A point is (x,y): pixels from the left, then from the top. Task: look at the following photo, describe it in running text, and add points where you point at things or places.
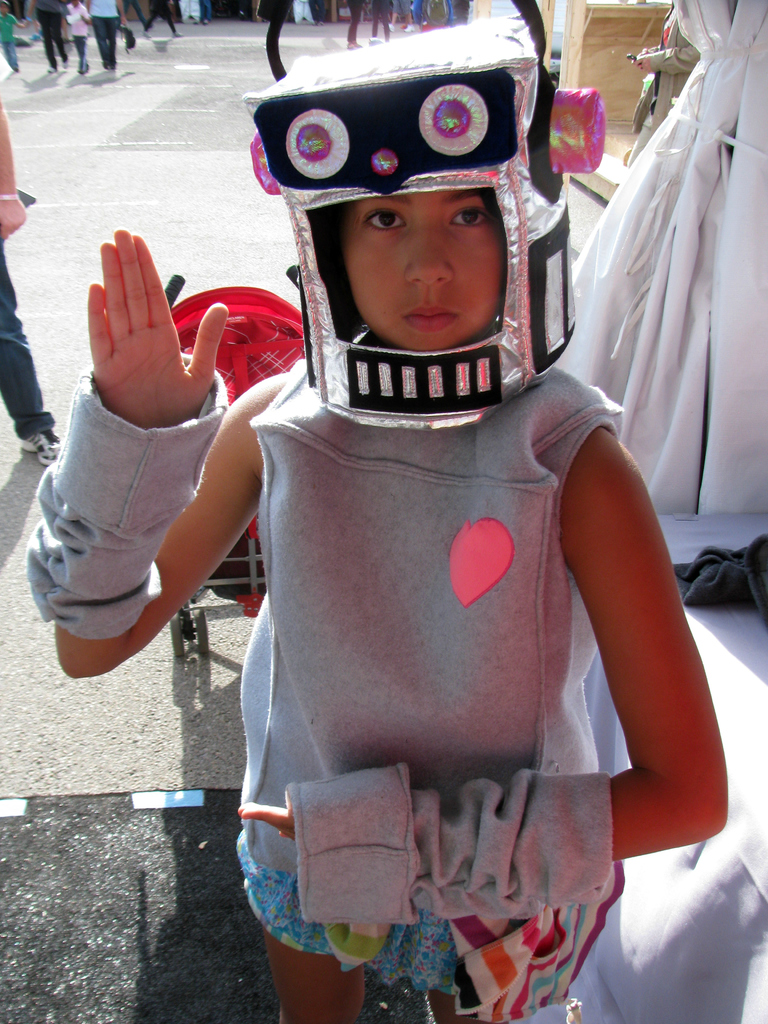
In the image we can see a child (450,506) wearing clothes (421,750) and a robot mask (338,122). This is a footpath (86,739) and there are other people (20,351) wearing clothes (112,7) and shoes (55,440), they are walking.
